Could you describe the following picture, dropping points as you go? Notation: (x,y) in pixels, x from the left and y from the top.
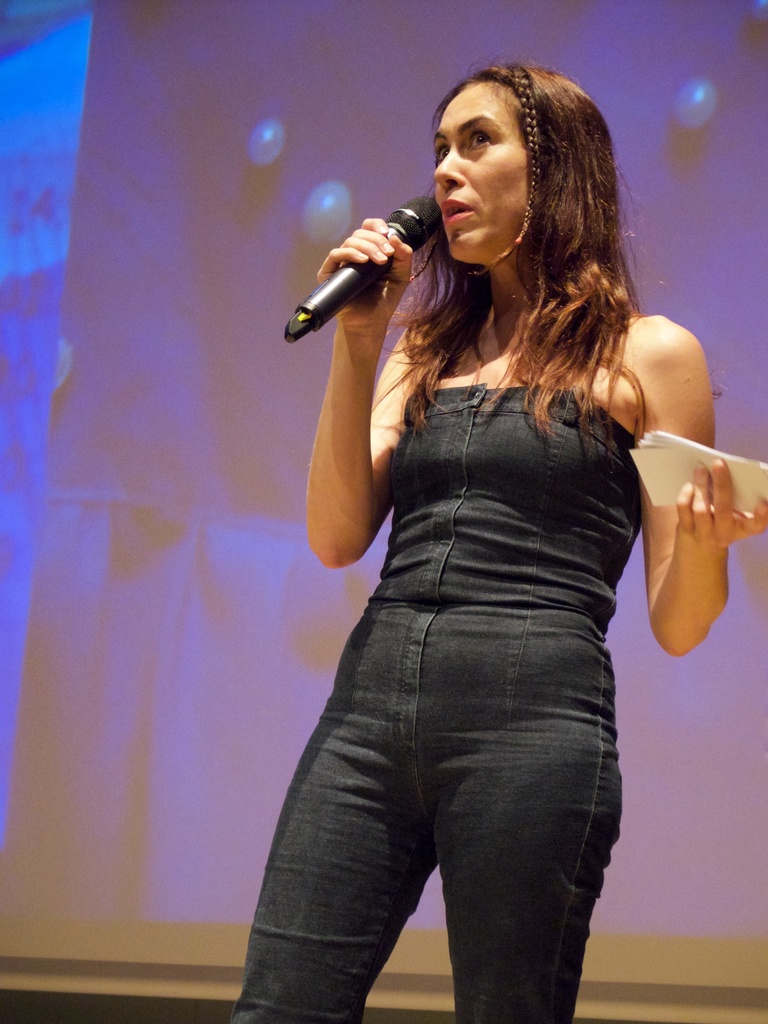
In this image I can see a woman (544,799) is standing. I can also see she is holding a mic (406,212) and some papers (654,467).
